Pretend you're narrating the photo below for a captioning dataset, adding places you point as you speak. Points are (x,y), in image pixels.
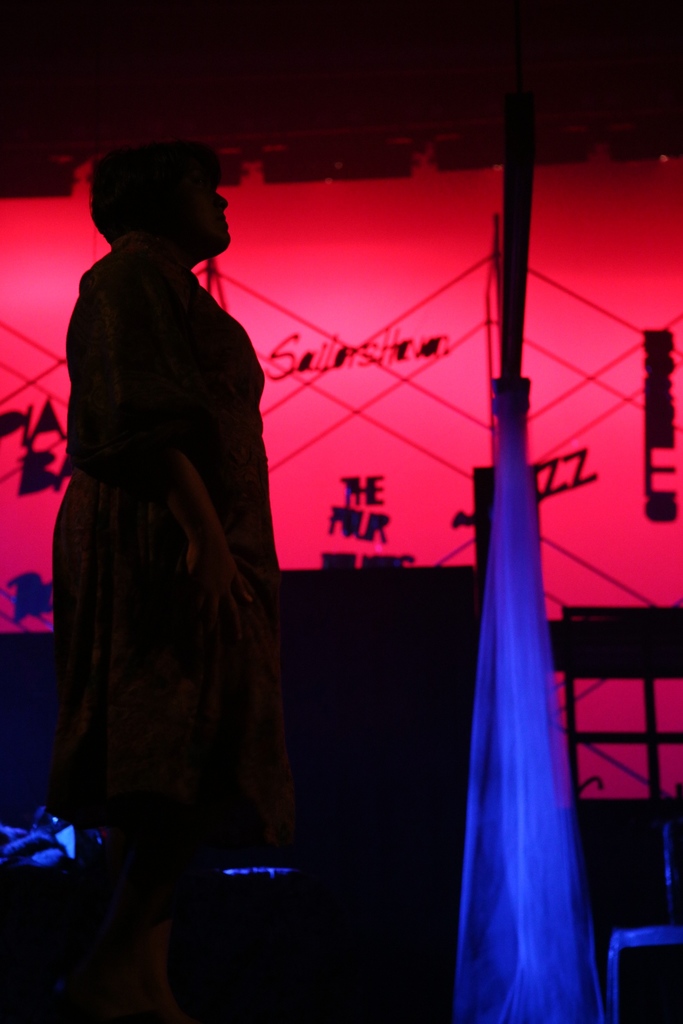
In the image I can see a dark place (292,584) in which there is a person (126,568) and a poster (423,540) on which there are some things (655,367).
